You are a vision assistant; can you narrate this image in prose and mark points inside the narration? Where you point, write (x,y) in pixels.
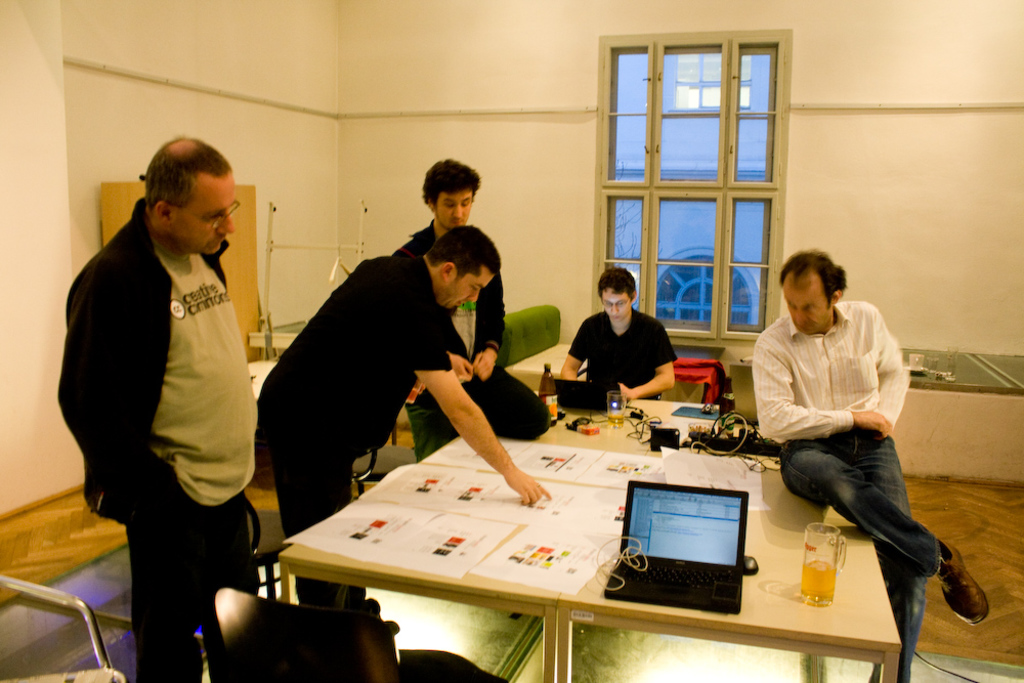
This picture shows a group of people (96,413) Standing and sitting and have a table (648,437) in front of them there is a laptop (702,488) a beer glass (822,606) and some papers (688,479) and cables (737,414) on it
